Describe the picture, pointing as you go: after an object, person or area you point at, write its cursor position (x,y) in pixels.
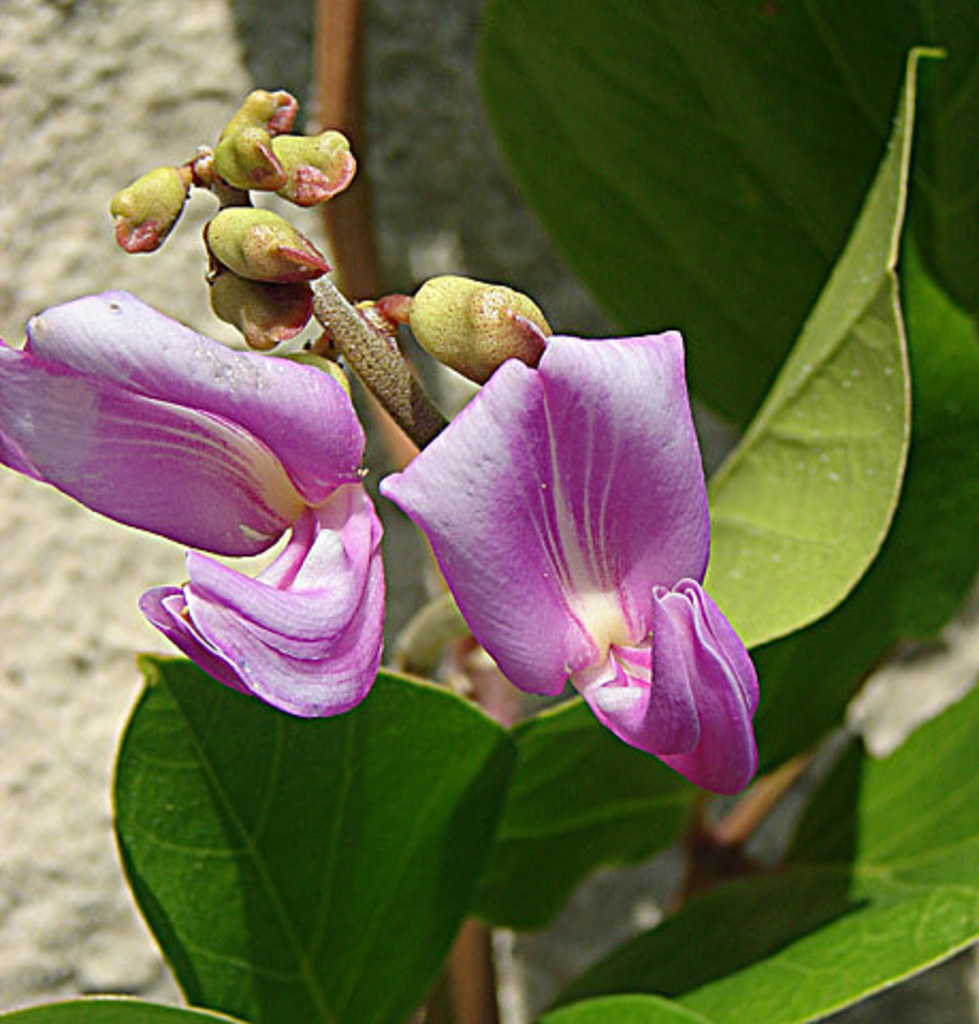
In this image in the foreground (469,592) there are two flowers (465,513), and in the background (351,751) there is a plant (397,751).
